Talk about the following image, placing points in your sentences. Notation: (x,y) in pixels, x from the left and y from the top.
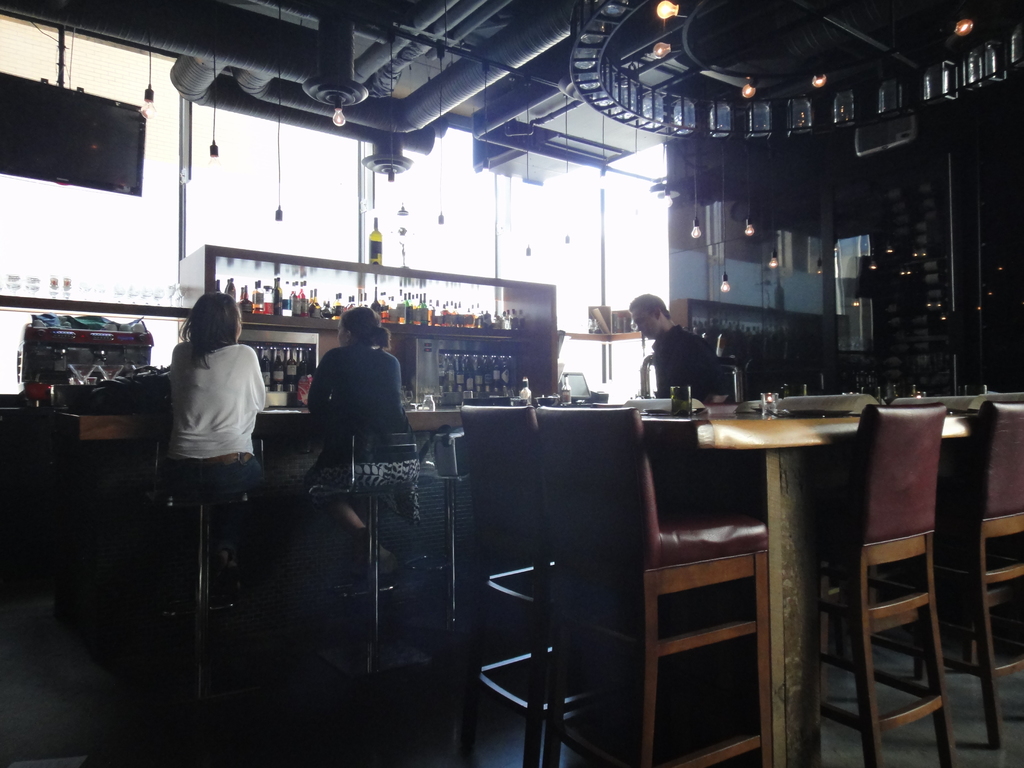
This image seems like a bar (776,379) and restaurant (889,482) in which there are two women (358,419) sitting on the chair (386,453) near the desk (450,413) on which there are glass bottles (566,380). In front of them there are wine bottles (276,367) which are kept in shelves (468,333). At the top (402,137) there are pipes (448,106), lights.
